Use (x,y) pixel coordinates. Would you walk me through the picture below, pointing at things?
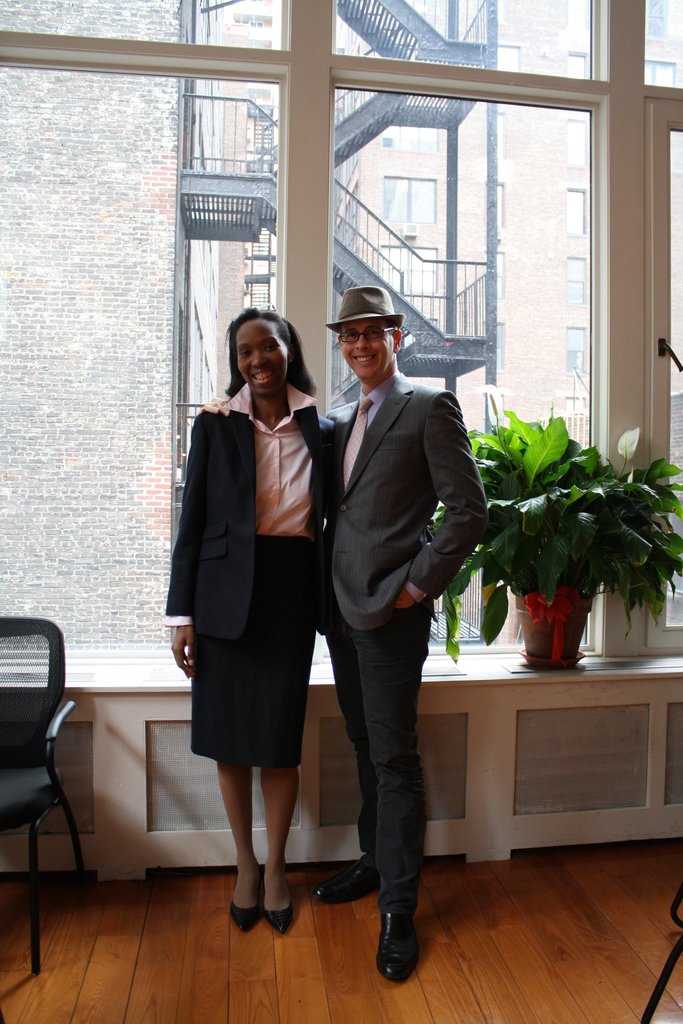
In this image, there are two persons (276,589) standing on the floor (319,950) and smiling. On the left side of the image (54,777), I can see a chair (45,761). On the right side of the image (532,641), there is a house plant (546,647) on the platform (524,696). Behind the two persons (286,363), I can see the buildings (458,225) and stairs (429,97) through the glass windows (264,251).
